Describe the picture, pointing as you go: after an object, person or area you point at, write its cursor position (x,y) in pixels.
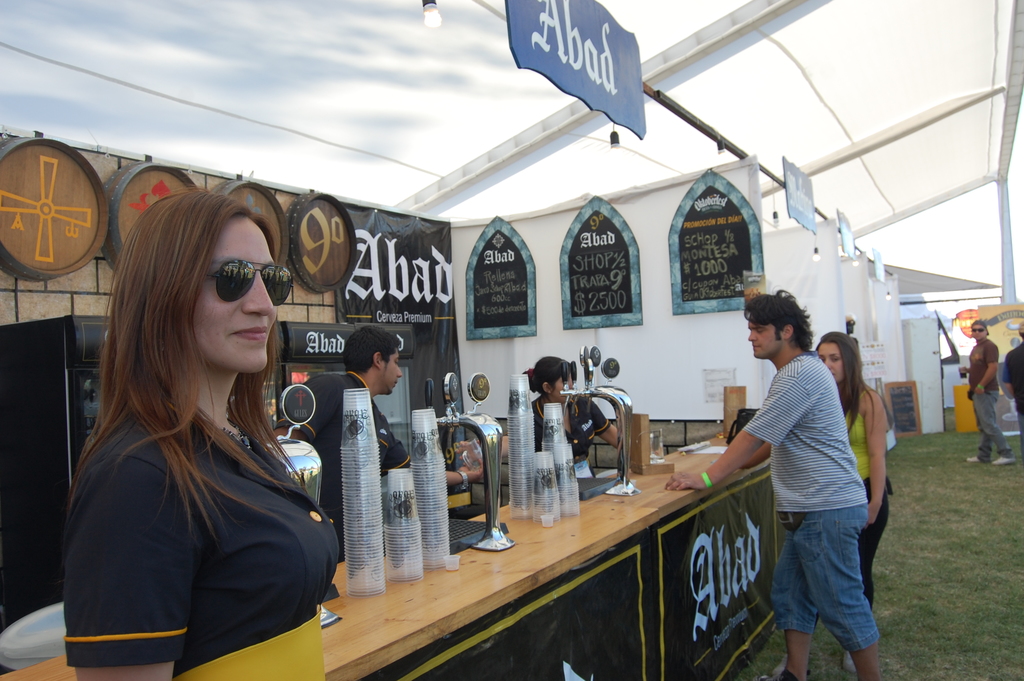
In this image I can see some people (782,458). I can see some objects (535,486) on the table (455,550). I can see some boards (606,278) with some text (585,301) written on it. At the top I can see the light (437,19).
